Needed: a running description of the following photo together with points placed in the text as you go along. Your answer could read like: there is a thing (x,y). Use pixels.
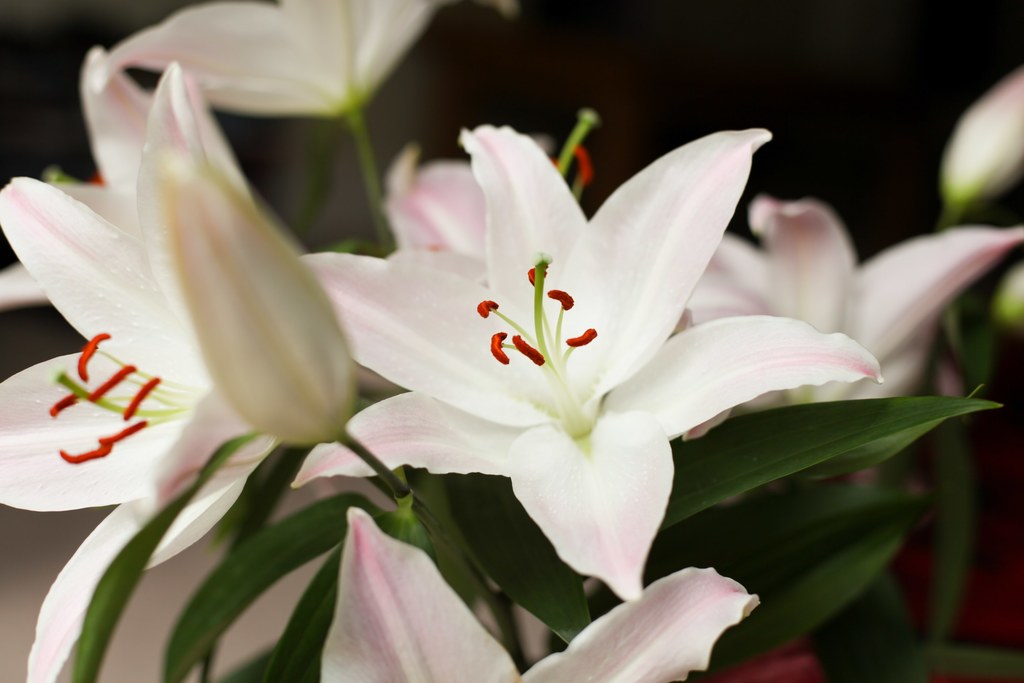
In this image in the foreground (237,338) there are white color flowers (838,363), and leaves (702,447) and there is a blurry background (45,55).
